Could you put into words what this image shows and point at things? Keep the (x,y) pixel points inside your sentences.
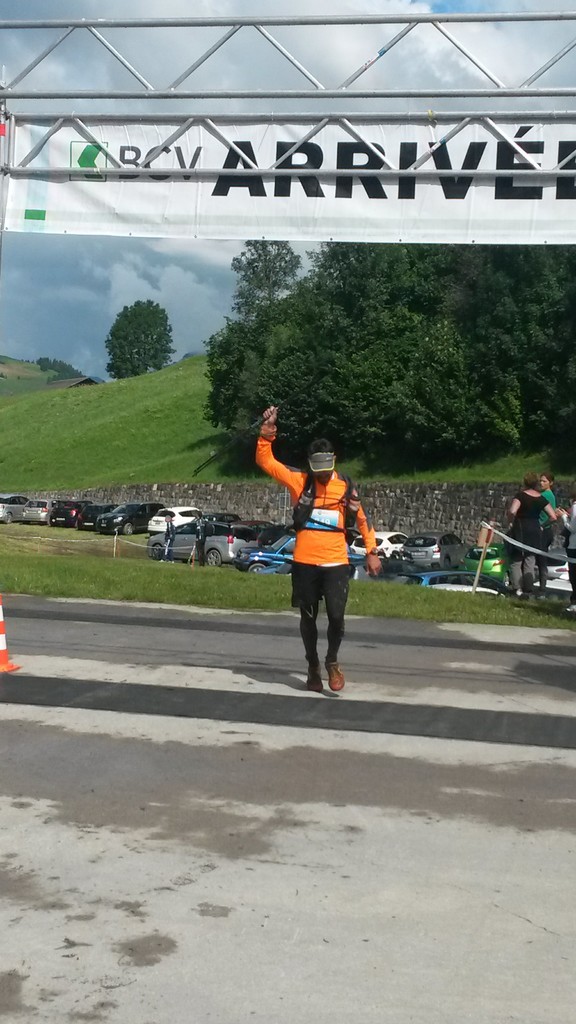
In the center of the image (333,607) we can see a man (332,485) walking. At the top (213,183) there is a banner (312,183) and we can see rods (312,173). In the background (402,333) there are trees (565,275), cars (218,521) and sky (98,281). On the right (537,532) there are people (534,525). On the left (4,666) there is a traffic cone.
